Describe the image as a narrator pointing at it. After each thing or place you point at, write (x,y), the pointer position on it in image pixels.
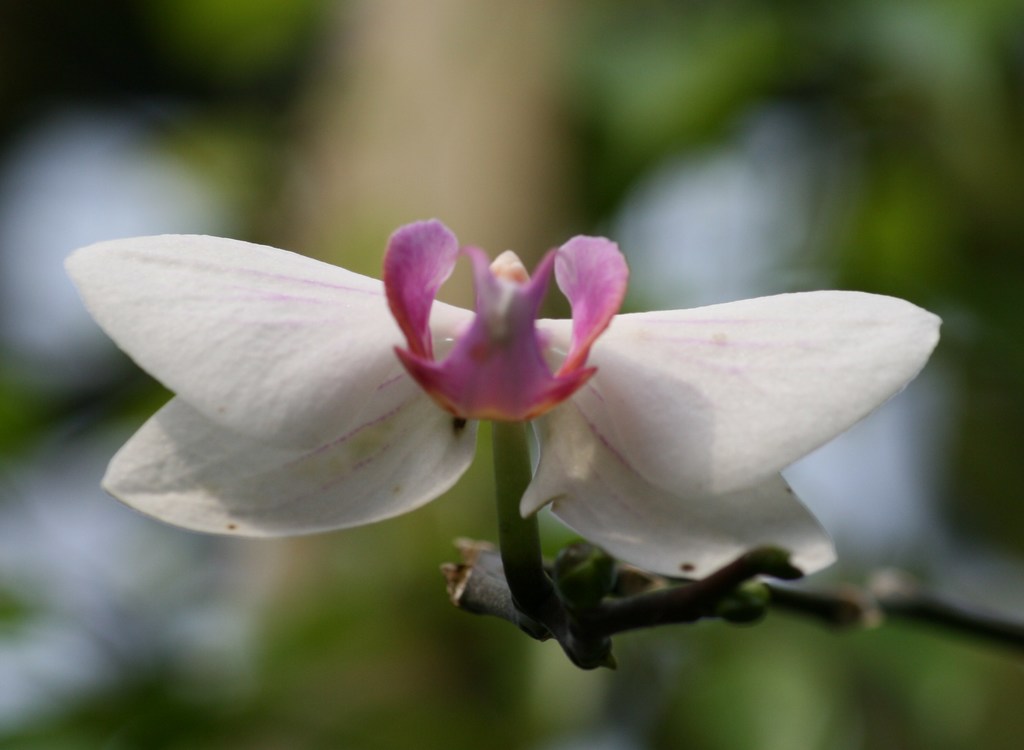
The picture consist of a flower (511,399) and a stem (747,578). The background (14,107) is blurred. In the background (830,64) there is greenery (51,385).
